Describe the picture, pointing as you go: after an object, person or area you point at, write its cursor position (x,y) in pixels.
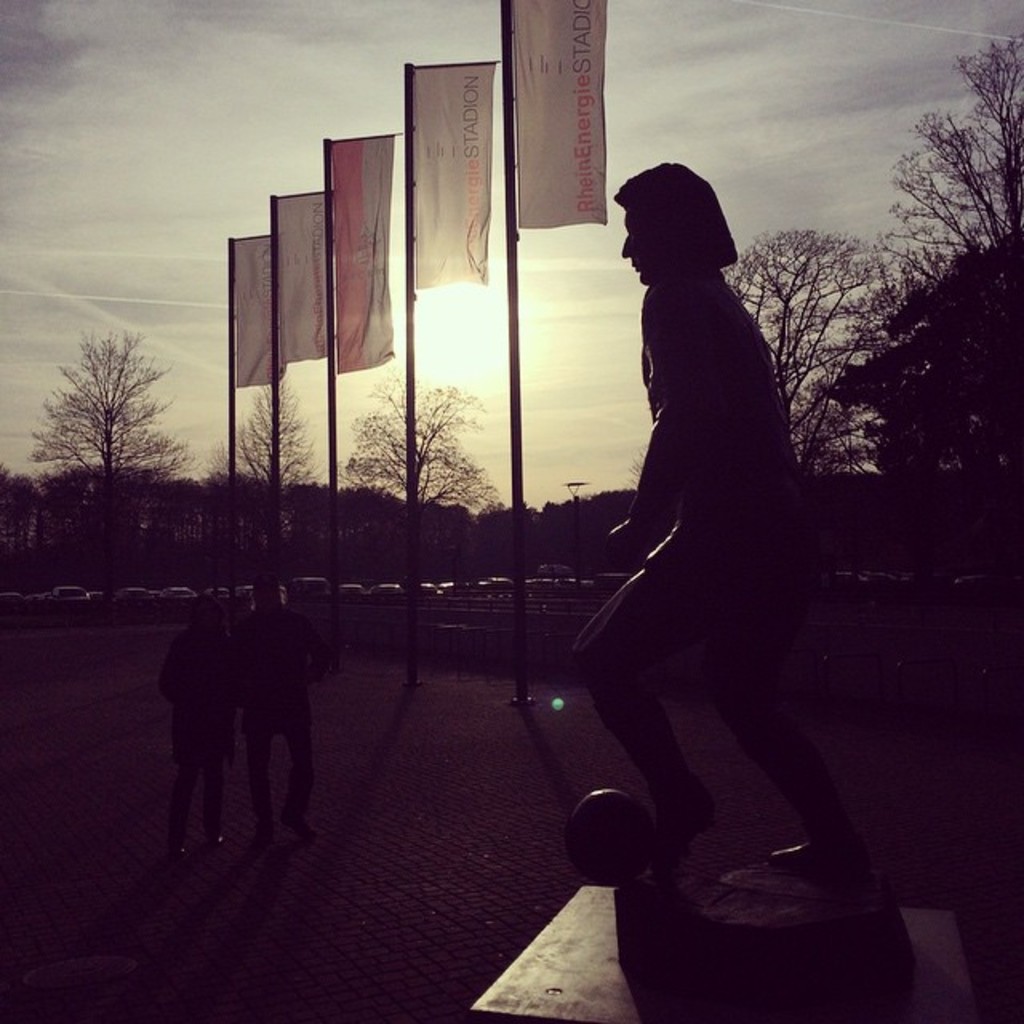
In this picture I can see a statue (680,552) in front (680,613) and behind it I see the path (314,851) on which I see 2 persons (200,711) and few poles (516,343) on which there are flags (429,149). In the background (56,605) I can see number of trees (978,384), vehicles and the sky (977,28).
